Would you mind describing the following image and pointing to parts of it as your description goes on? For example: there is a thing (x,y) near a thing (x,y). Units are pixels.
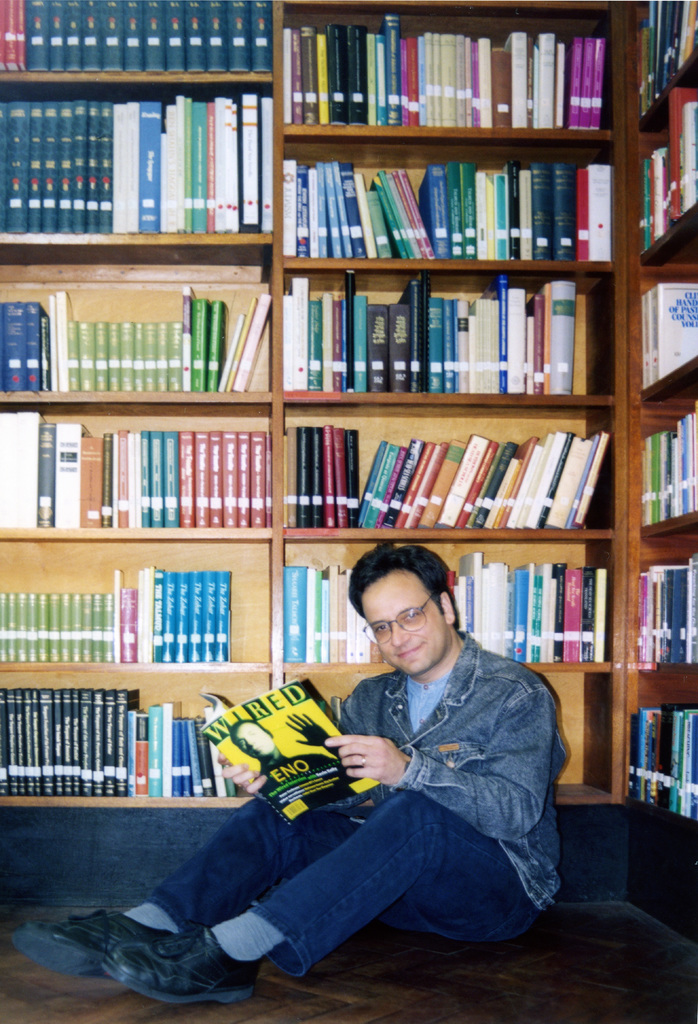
In this image we can see a man (321,810) sitting on the floor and holding a book (303,736) in his hands (374,739). In the background (553,194) there are many books (498,282) arranged in rows in the cupboard (594,317).
